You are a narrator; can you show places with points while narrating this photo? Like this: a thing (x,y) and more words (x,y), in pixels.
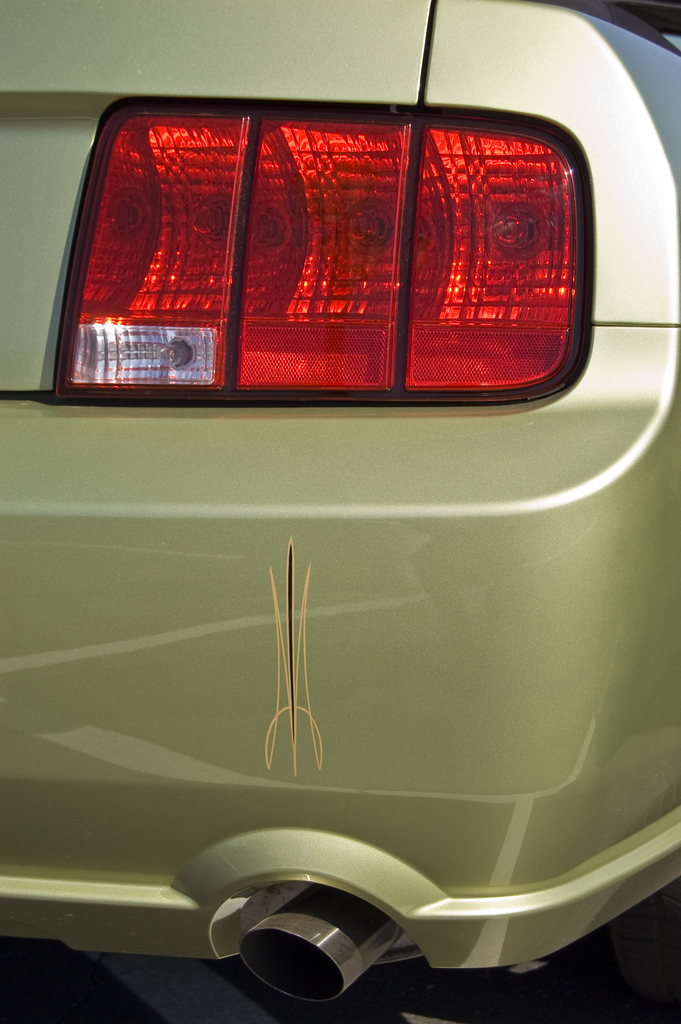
In this image we can see back area (333,325) of the car (333,325) with red light (340,248).
